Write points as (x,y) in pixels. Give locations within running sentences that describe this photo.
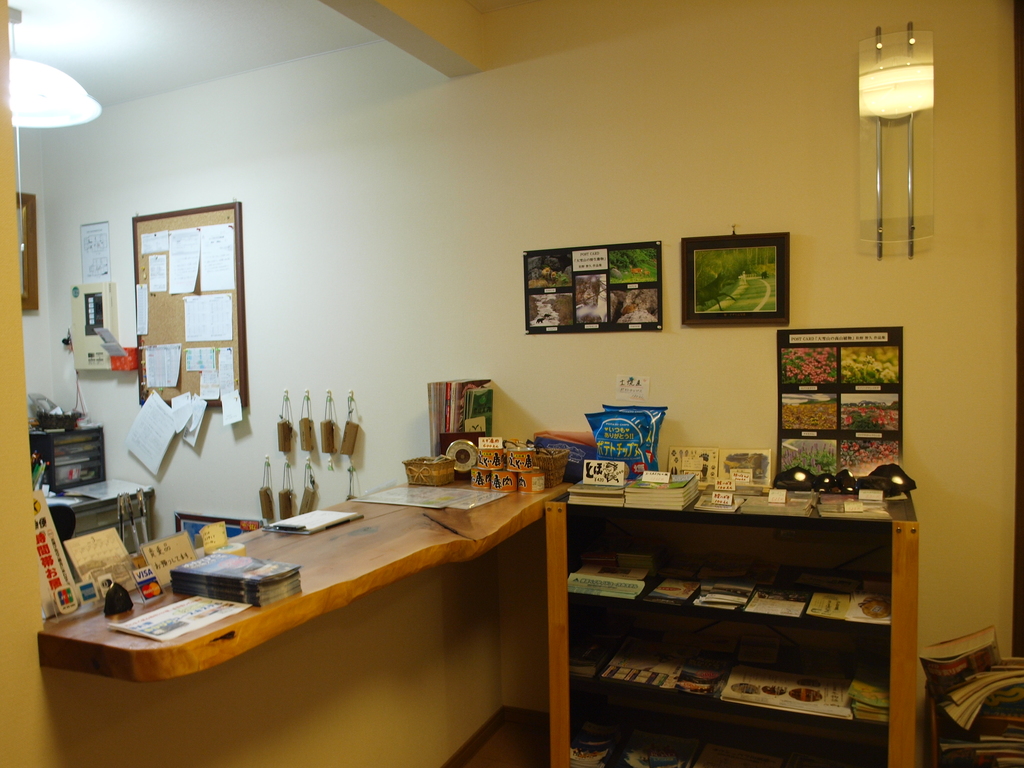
In the image we can see there is a white wall (535,202) on which photo frames (648,293) are kept and there is a lamp (915,163). There is a shelf (700,608) in which there are several rows (740,651) and books (606,577) are kept neatly. There is a table (424,515) on which we can see there is a basket (445,476), cans (483,471) and books (253,575) and there are paper notes (203,281) on the notice board (196,383).
